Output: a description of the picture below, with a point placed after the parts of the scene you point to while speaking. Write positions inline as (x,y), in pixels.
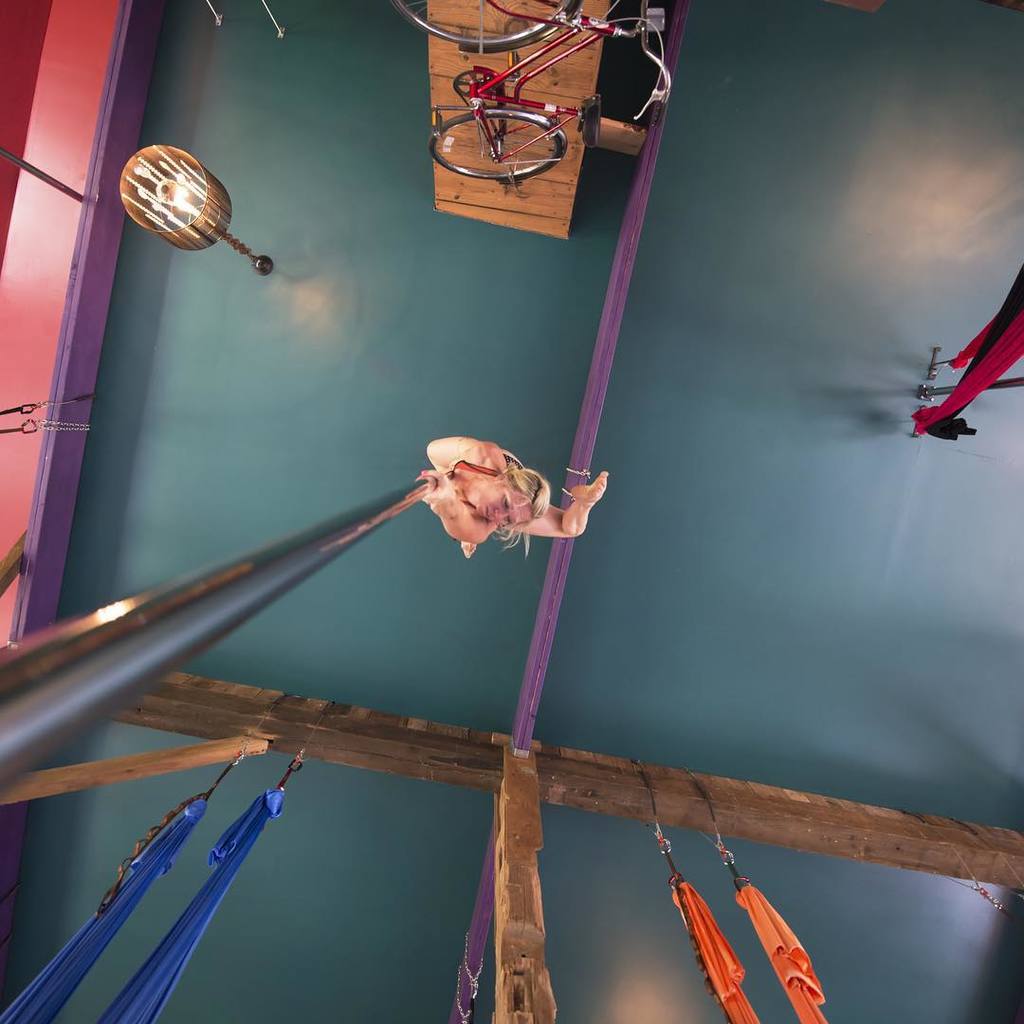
In this picture I can observe a woman (462,518) performing acrobatic pole dance. There is a light (180,208) hanged to the ceiling (272,286). The ceiling (326,344) is in green color. I can observe a cycle (475,117) which is in red color on the top of the picture (470,85). There are blue, orange and red color clothes (182,831) hanged to the wooden trunk (341,756).
